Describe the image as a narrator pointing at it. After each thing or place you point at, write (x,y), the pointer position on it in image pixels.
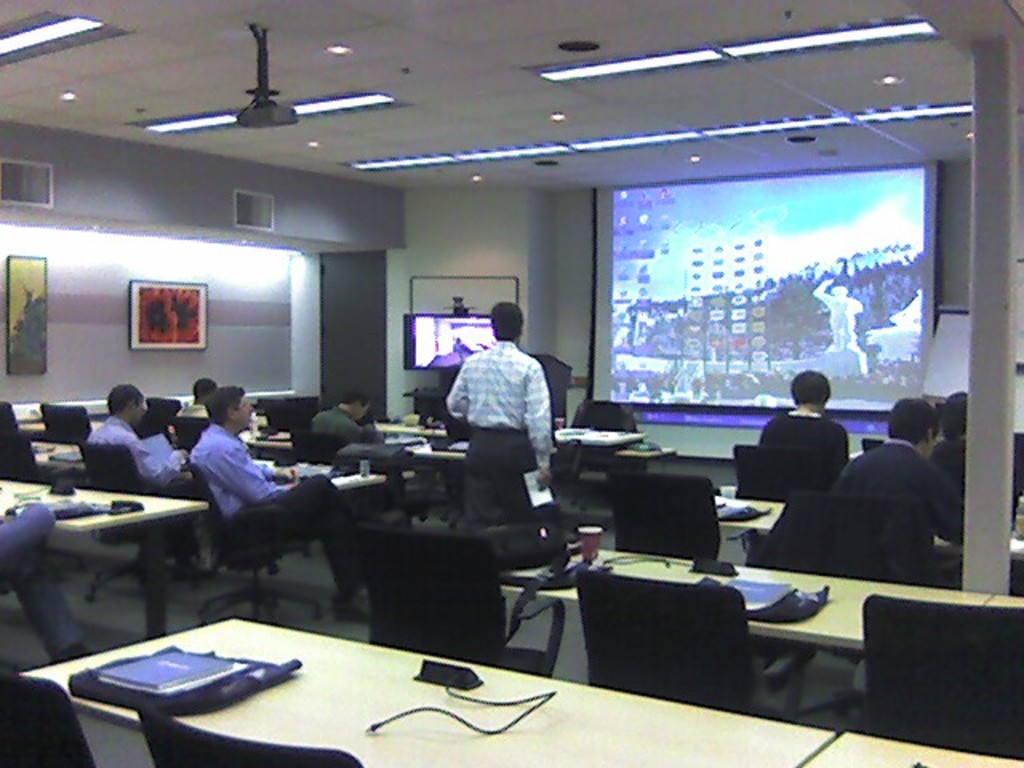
This Image consists of conference room (544,573). There is a screen (687,286) right side (728,225), there are lights (963,111) on the top (518,148), there are so many tables (718,733) in this image, so many people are sitting in the chairs (838,508). Table (321,677) consists of some wires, books (158,679). There is a screen (449,350) on the left side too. There are photo frames (128,302) on the wall (70,258) on left side (148,327). The people (896,460) on the right side (799,429) are wearing black dress (796,445) the one who is standing in the middle (528,489) is holding a paper (527,484) he is wearing white shirt (545,433) and black pant (504,515).
